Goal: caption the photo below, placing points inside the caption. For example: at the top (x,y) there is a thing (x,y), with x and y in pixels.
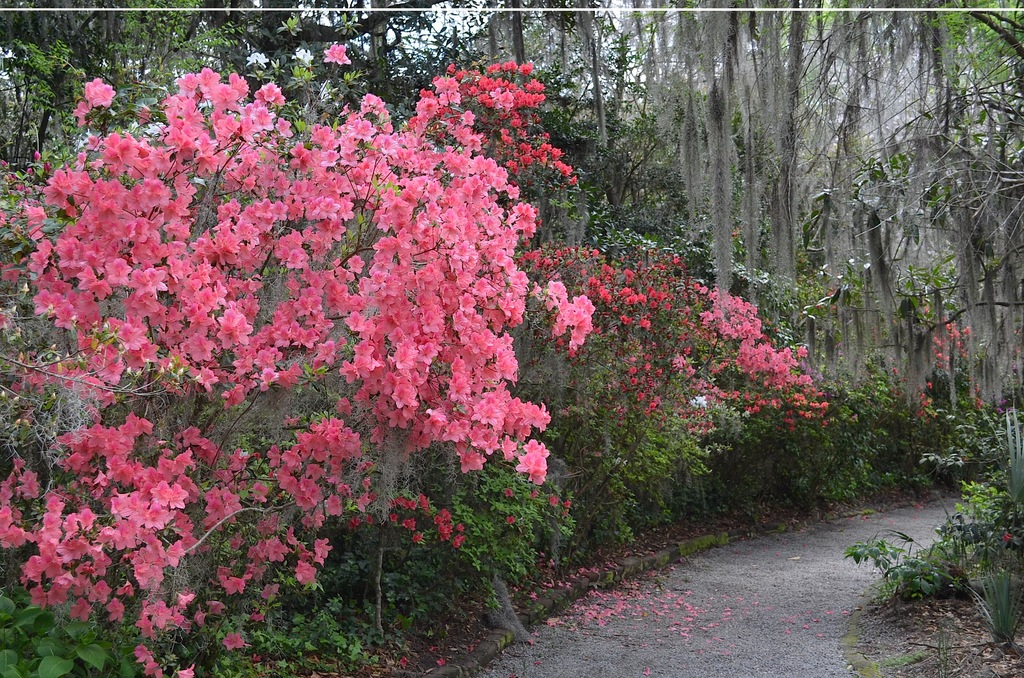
In this picture I can see few flowers (135,303), plants (578,416) and trees (792,166), at the bottom (862,590) it looks like the walkway (737,594).
